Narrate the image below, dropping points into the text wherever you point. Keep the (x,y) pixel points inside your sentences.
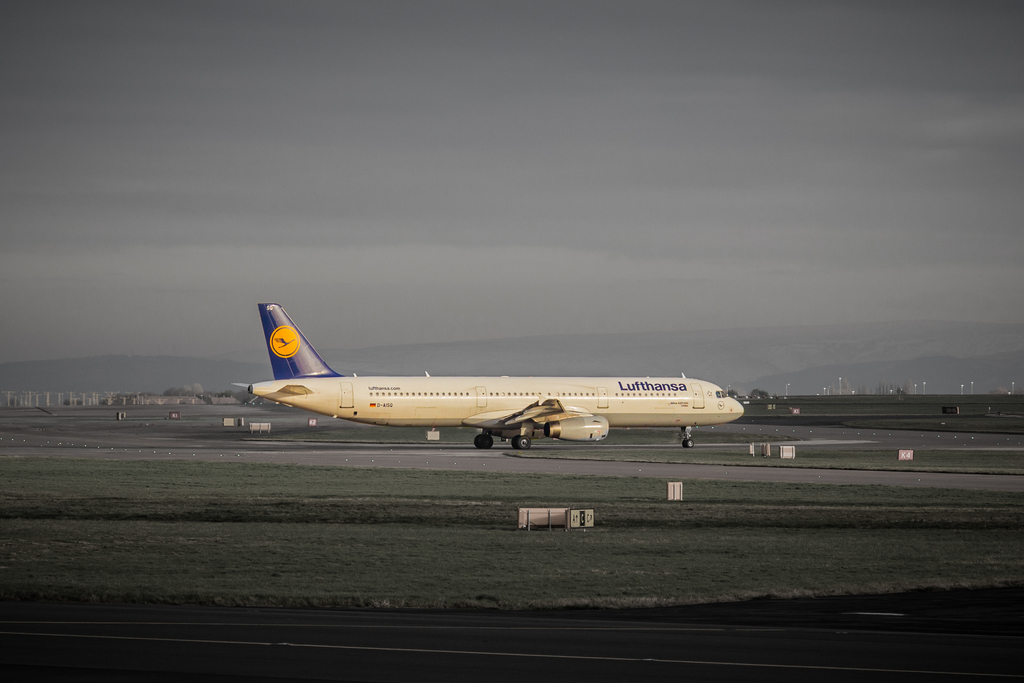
In this picture we can see an airplane (464,417), road (445,444), grass (515,497) and boards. In the background of the image (671,304) we can see poles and sky (688,262).
